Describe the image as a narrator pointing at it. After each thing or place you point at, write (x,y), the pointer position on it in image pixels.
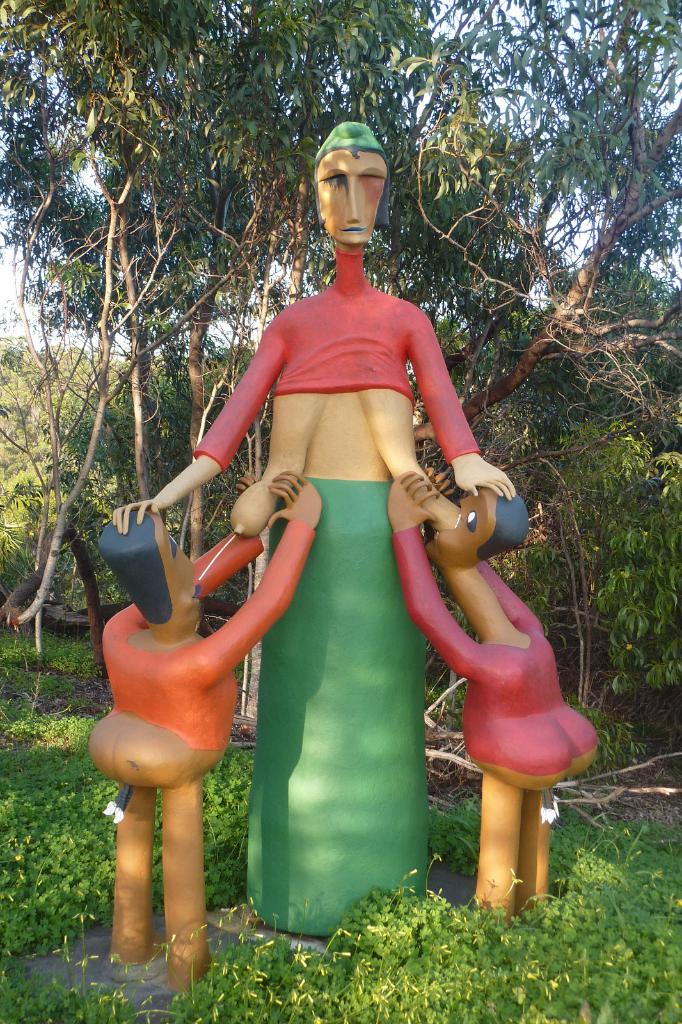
In the foreground of the image (265,506) there are statues (290,354). In the background of the image (513,313) there are trees (447,253). At the bottom of the image (428,968) there are plants (342,946).
